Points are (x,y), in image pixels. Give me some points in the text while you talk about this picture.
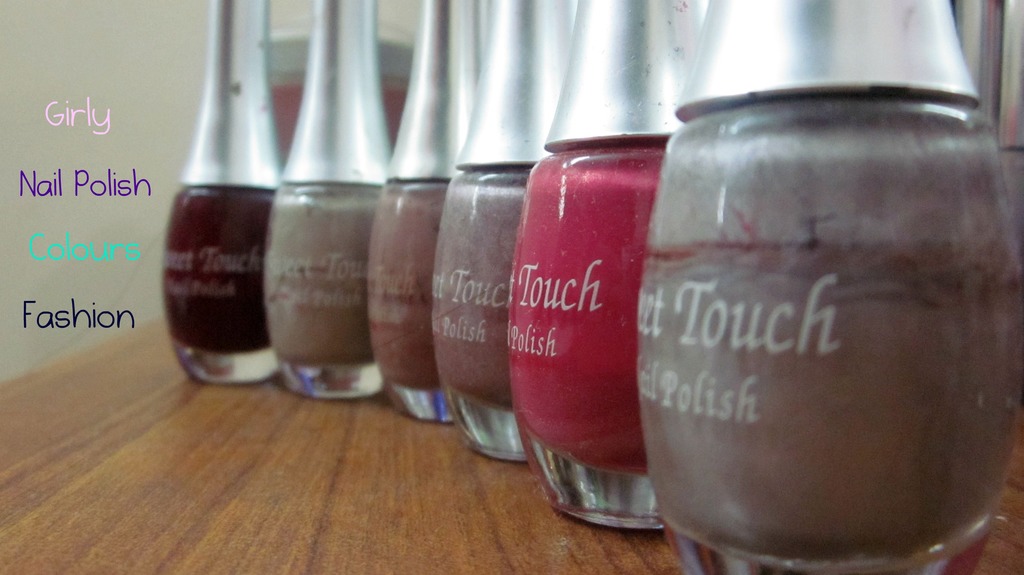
In this picture we can observe different colors of nail polishes (532,258) placed on the brown color table (178,444). We can observe some words (45,313) on this picture. In the background (169,90) there is a wall (155,114).
